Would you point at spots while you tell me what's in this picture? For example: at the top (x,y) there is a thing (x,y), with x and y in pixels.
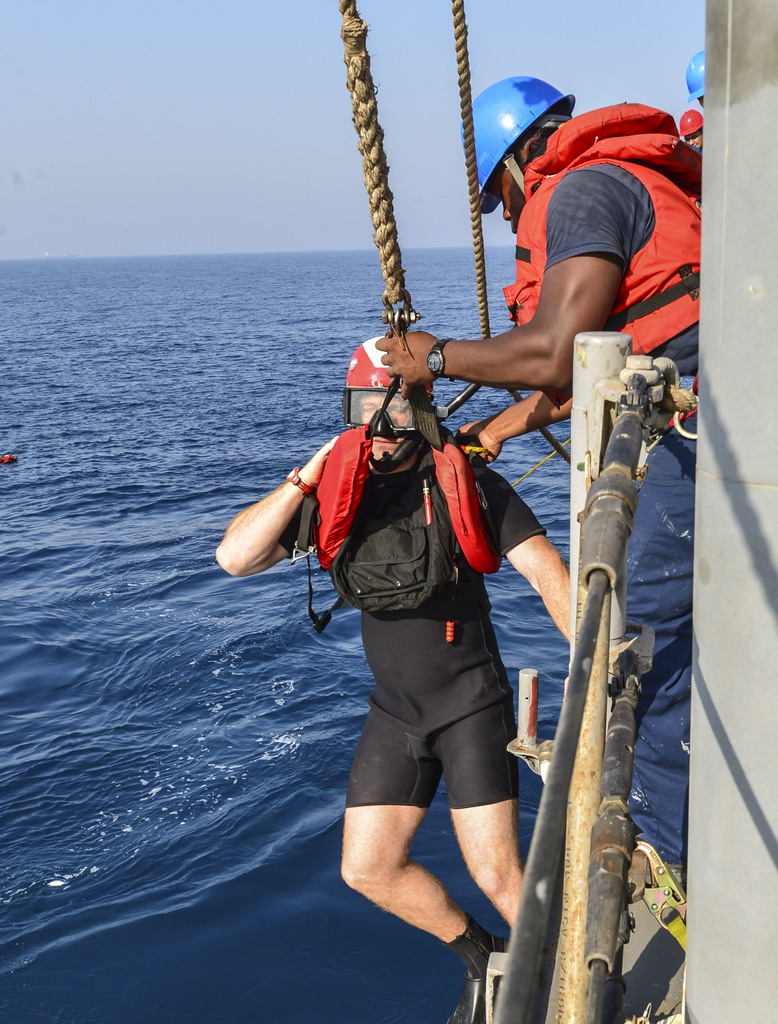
This image consists of swim jackets (660,222) and helmets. On the left (240,523), the man (406,622) is being hanged with a rope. At the bottom (211,943), there is water (251,945). On the right (632,843), it looks like a ship (723,506). At the top (169,180), we can see the sky (106,27).
